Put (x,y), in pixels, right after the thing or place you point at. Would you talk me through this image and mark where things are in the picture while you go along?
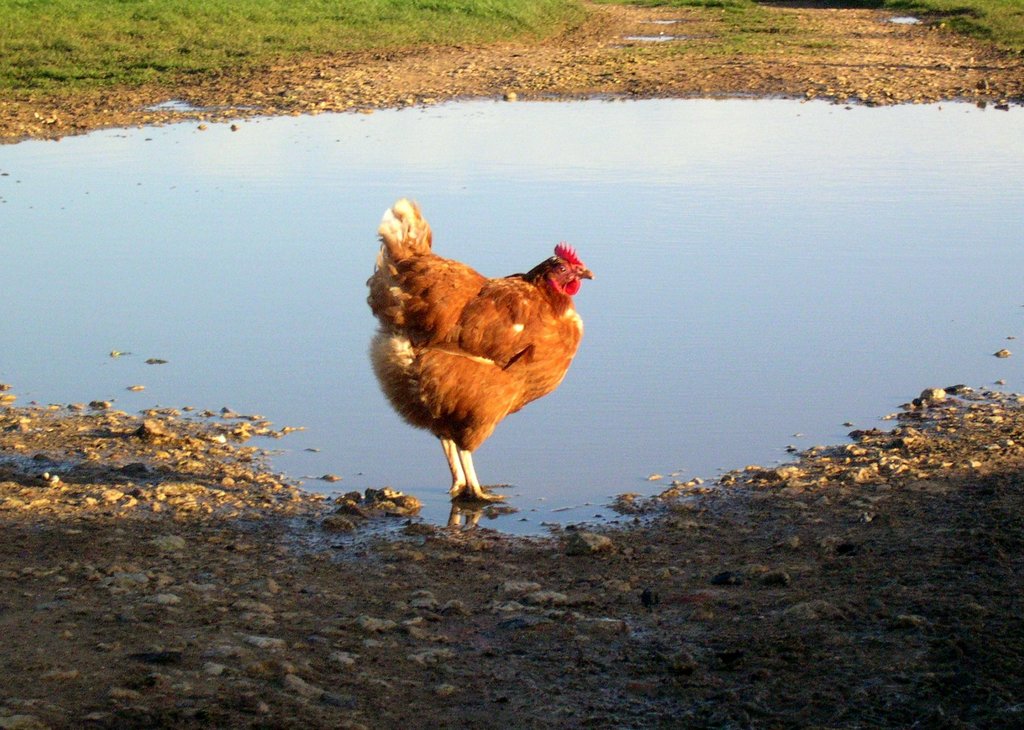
In this image I see a hen (536,294) which is of white, brown and red in color and I see the water (380,173). I can also see the ground (166,531) on which there are stones (894,85) and I see the green grass (739,18).
